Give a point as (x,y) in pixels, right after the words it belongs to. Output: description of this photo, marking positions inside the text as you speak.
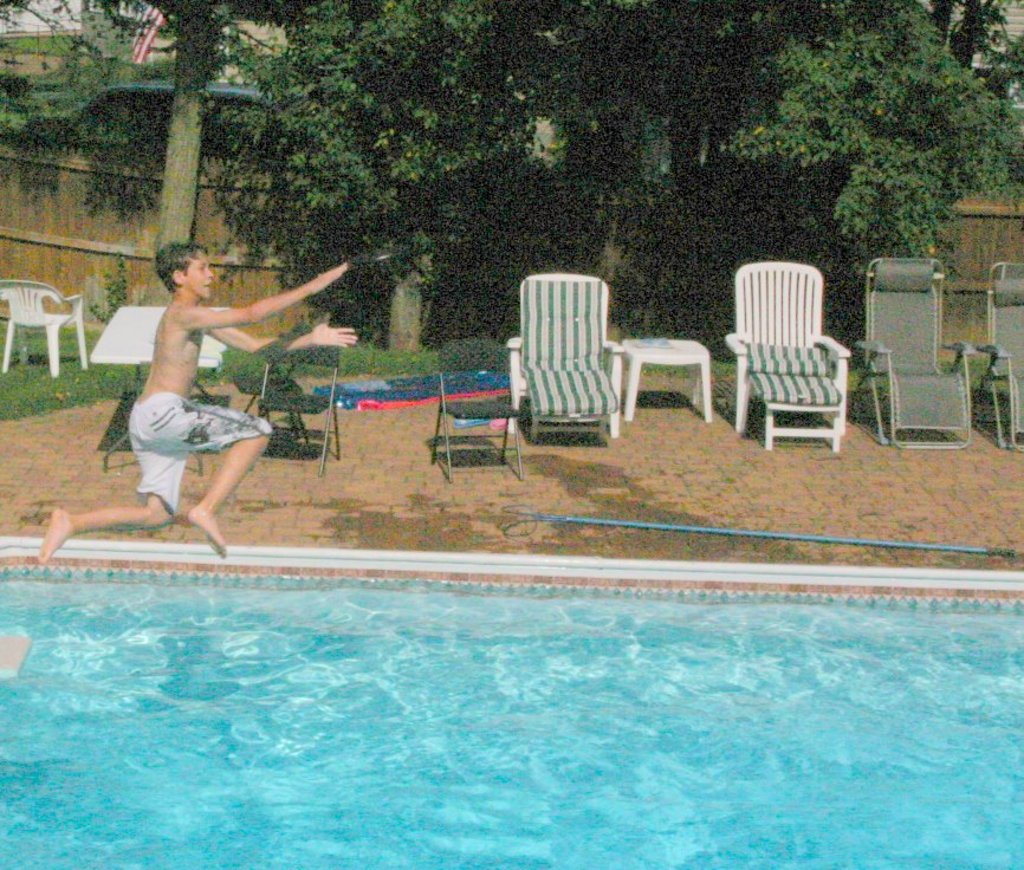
In this image there is a person (171,309) jumping into the water (733,700). There are chairs (999,362) and there are trees (388,230) at the back (475,110).
